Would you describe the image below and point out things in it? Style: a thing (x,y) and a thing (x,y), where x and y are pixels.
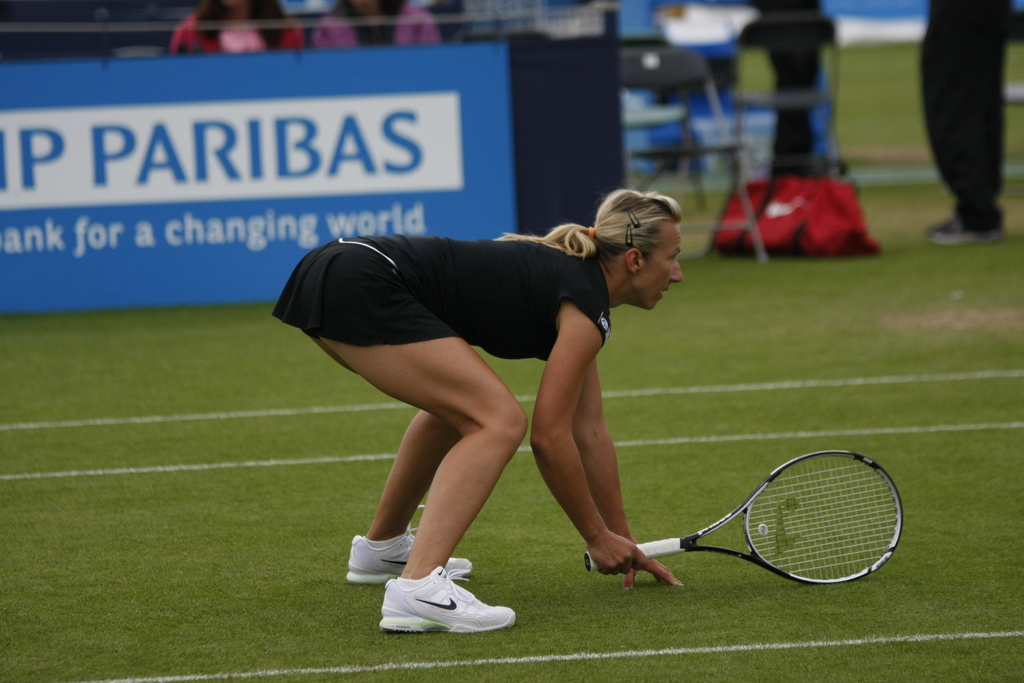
Woman (539,317) holding bat (791,532), in the back we have chairs (812,93), persons (961,47) standing and sitting, here there is poster (158,217).
